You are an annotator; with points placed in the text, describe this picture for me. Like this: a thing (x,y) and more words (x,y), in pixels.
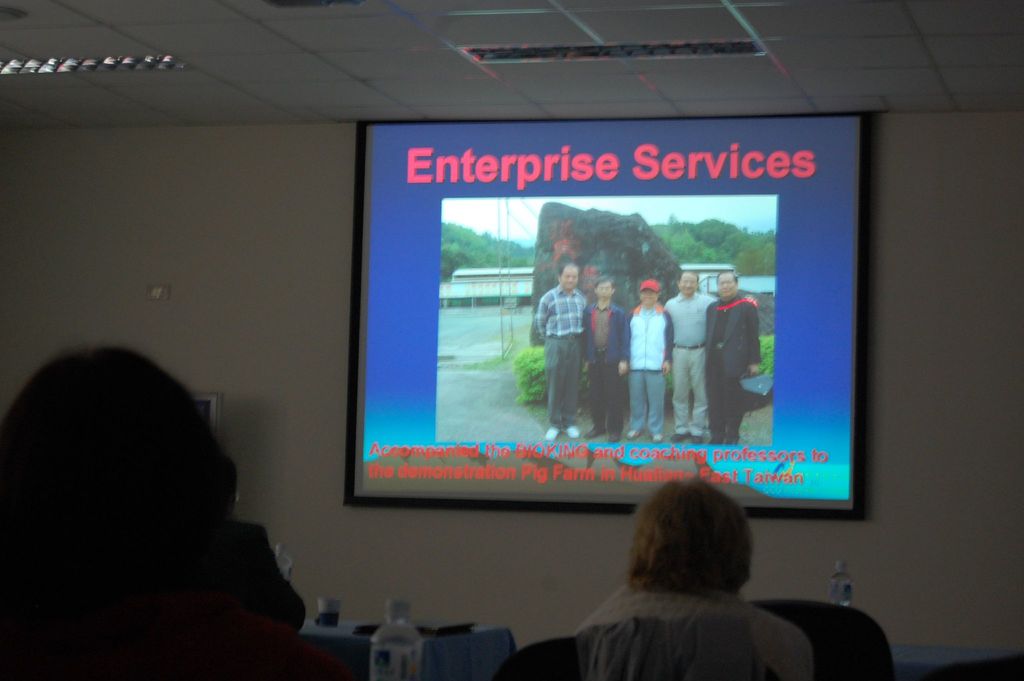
Here we can see three persons (25,672). There is a tablecloth (459,642), cup (334,599), and two bottles (397,620). In the background (459,459) we can see a screen (553,381) and a wall (943,527). On this screen (643,413) we can see five persons (704,313), plants (523,386), rock (651,262), trees (677,237), and sky (676,207). This is ceiling (893,74).
